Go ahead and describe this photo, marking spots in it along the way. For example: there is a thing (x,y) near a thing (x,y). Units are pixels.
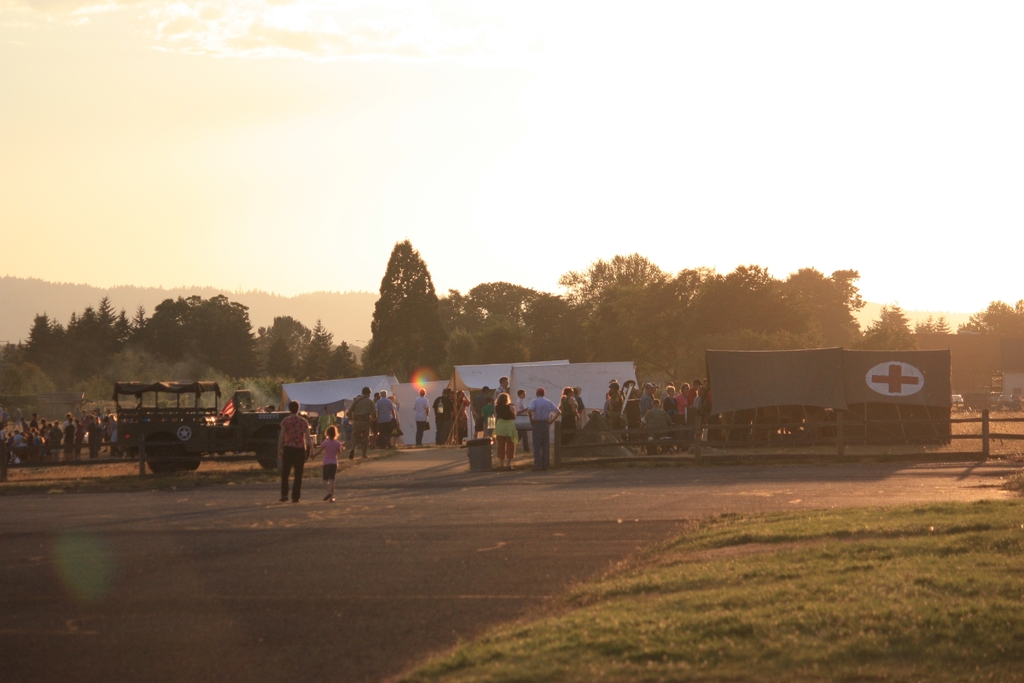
In this picture I can see a vehicle (162,453) on the left side (176,444), there are people (710,408) in the middle (538,431). In the background (599,359) there are trees (465,340), at the top (585,121) there is the sky (552,105).
